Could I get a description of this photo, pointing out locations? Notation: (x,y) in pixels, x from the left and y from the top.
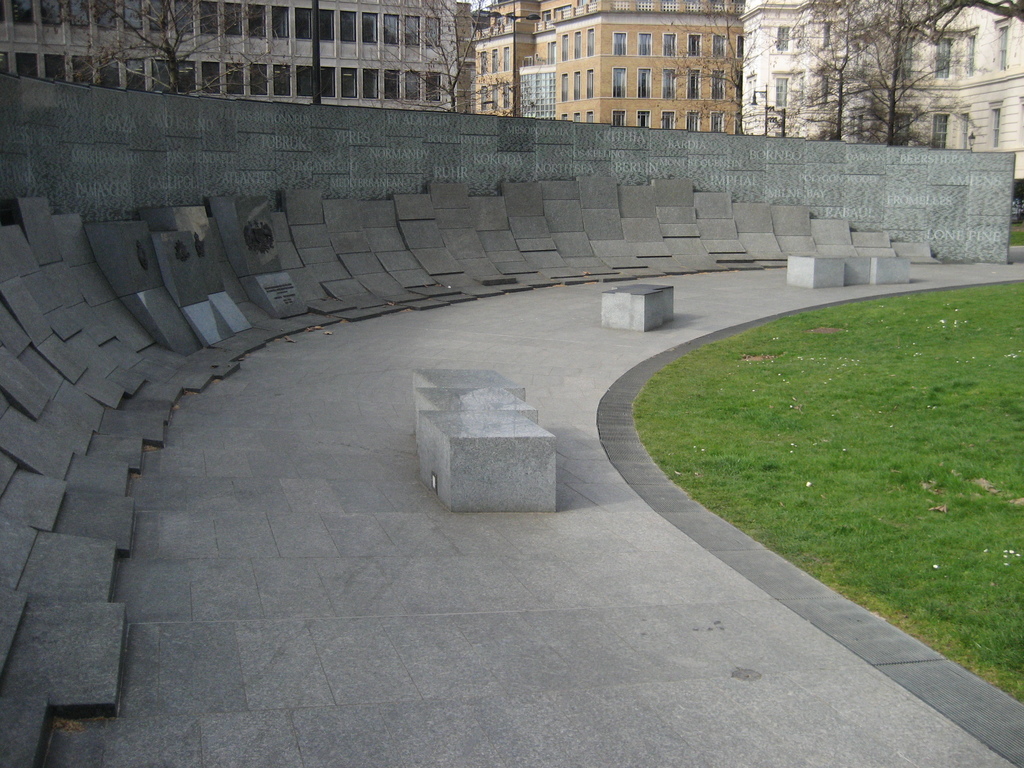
In this image at the bottom (332,615) there is a walkway (286,682) and some boards (144,331), on the right side (799,452) there is a grass (859,356). In the background (785,37) there are some buildings (421,59), trees (472,68) and poles (314,62).
